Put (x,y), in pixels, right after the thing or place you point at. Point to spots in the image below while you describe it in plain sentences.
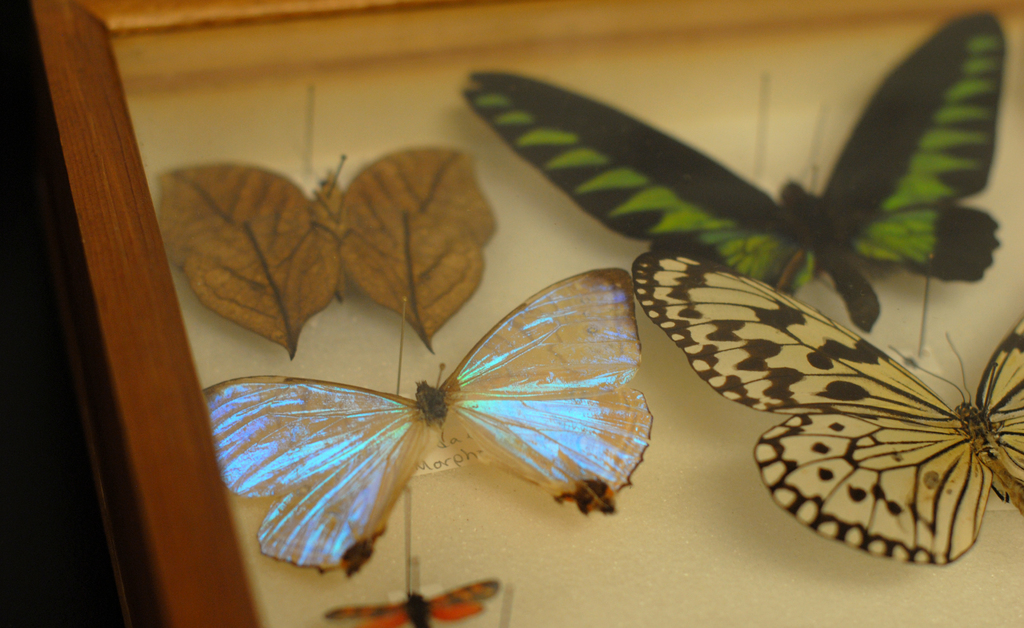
In this image on a case (322,582) there are few butterflies (469,410) of different colors.
